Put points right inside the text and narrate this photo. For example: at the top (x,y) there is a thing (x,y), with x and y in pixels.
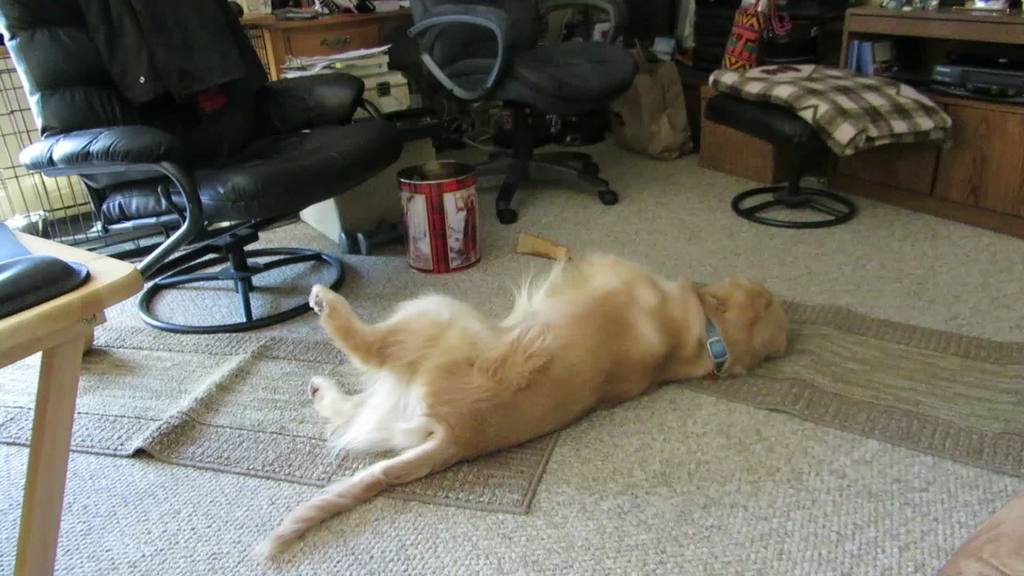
It is a room (589,168) inside the house (457,253) a dog (554,356) is laying on the carpet (584,427) there are three chairs (326,115) in the room (415,55) there are also few books (333,68) and a cupboard (946,26) and a cover (631,110) in the background (18,167) there is a grill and a wall (18,132).
